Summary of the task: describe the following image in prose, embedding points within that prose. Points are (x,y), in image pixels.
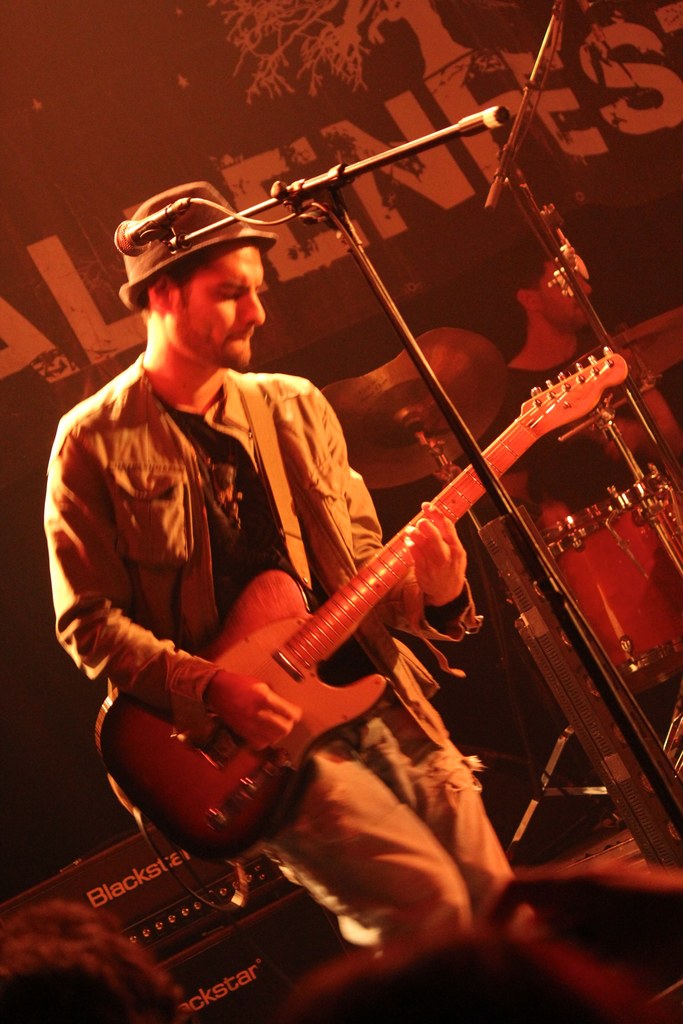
This person (329,554) is playing a guitar (255,671) in-front of mic (138,242). This is a mic holder (251,207). This is a musical instrument (652,559).
